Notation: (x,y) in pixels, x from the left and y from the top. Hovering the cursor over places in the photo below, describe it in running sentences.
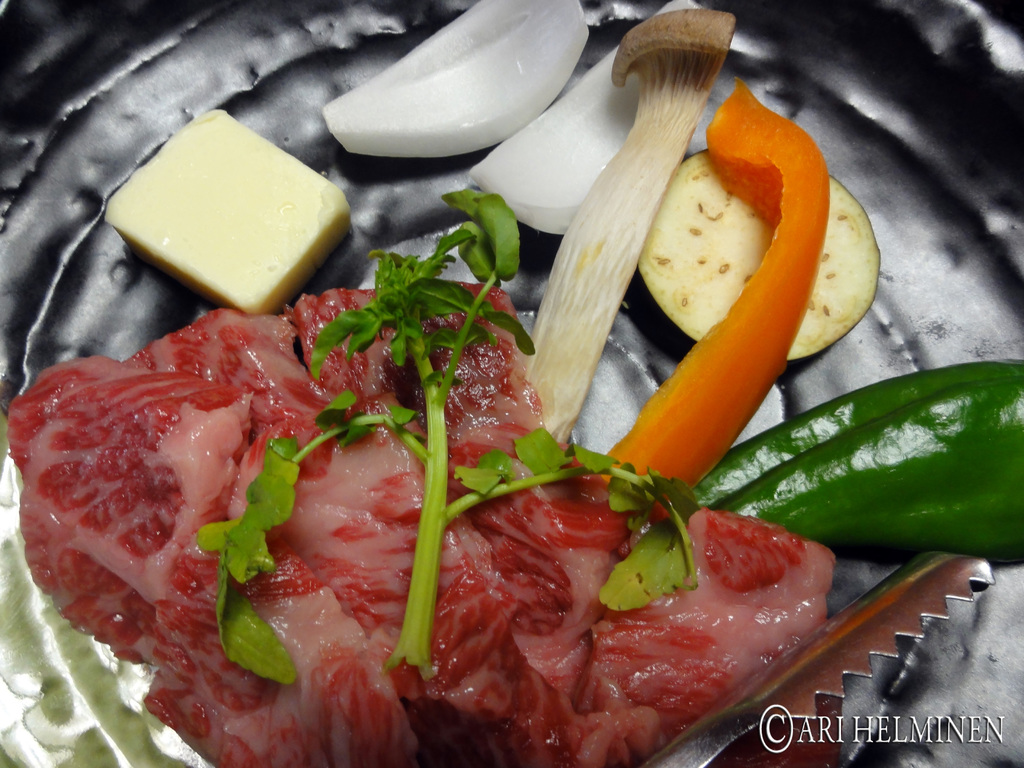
In this image, I can see the food items (451,456) on a plate (366,163). At the bottom right side of the image (859,656), I can see a steel object (796,696). There is a watermark (772,720) on the image.
